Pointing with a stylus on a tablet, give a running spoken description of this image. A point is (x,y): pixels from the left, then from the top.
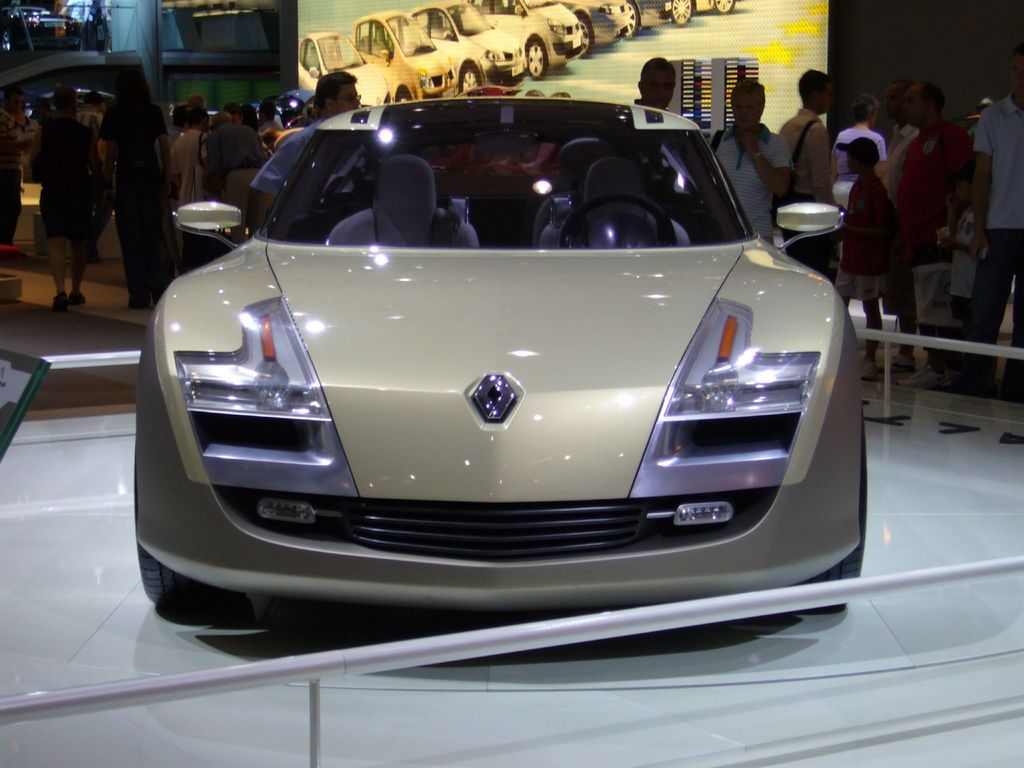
In this image there is a car (376,450) on the display (59,621), behind the car (443,355) there are a few people (196,136) standing, behind the people (234,117) there is a screen (571,17) on the wall (231,94).
